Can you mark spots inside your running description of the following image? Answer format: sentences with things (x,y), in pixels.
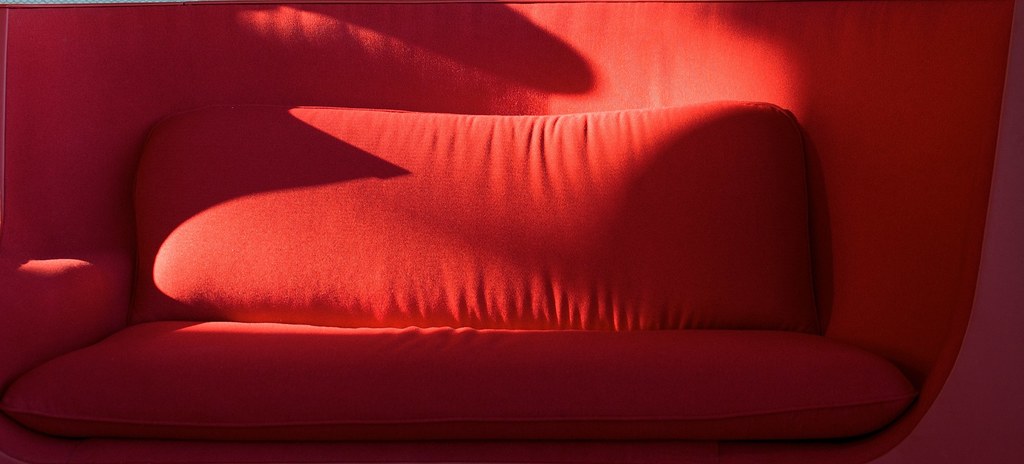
This picture shows a couch (356,202) with two pillows (457,382).
